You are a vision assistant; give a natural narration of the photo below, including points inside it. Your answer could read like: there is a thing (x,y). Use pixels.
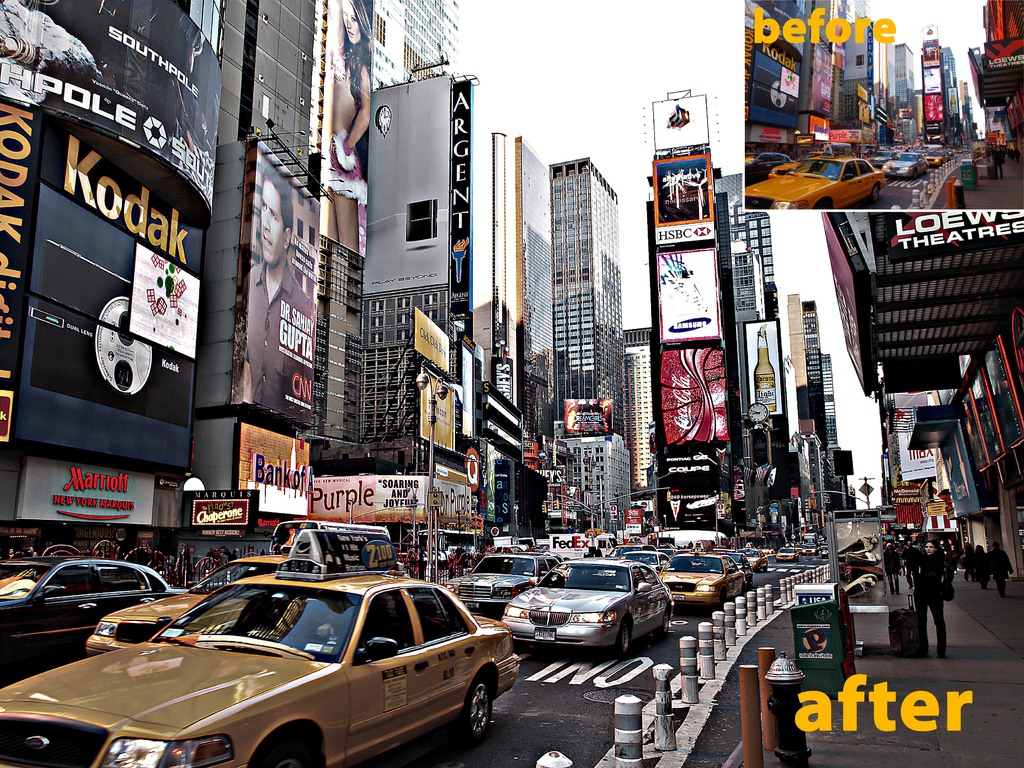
In the foreground (583,685), I can see a fence (717,643), boxes (835,668), crowd (952,565), fleets of vehicles (326,561), sign boards (357,477) and shops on the road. In the background (529,534), I can see buildings (402,446), towers (594,350), hoardings (430,185), posters (664,266) and the sky (644,202). This image is taken, maybe on the road (675,620).
